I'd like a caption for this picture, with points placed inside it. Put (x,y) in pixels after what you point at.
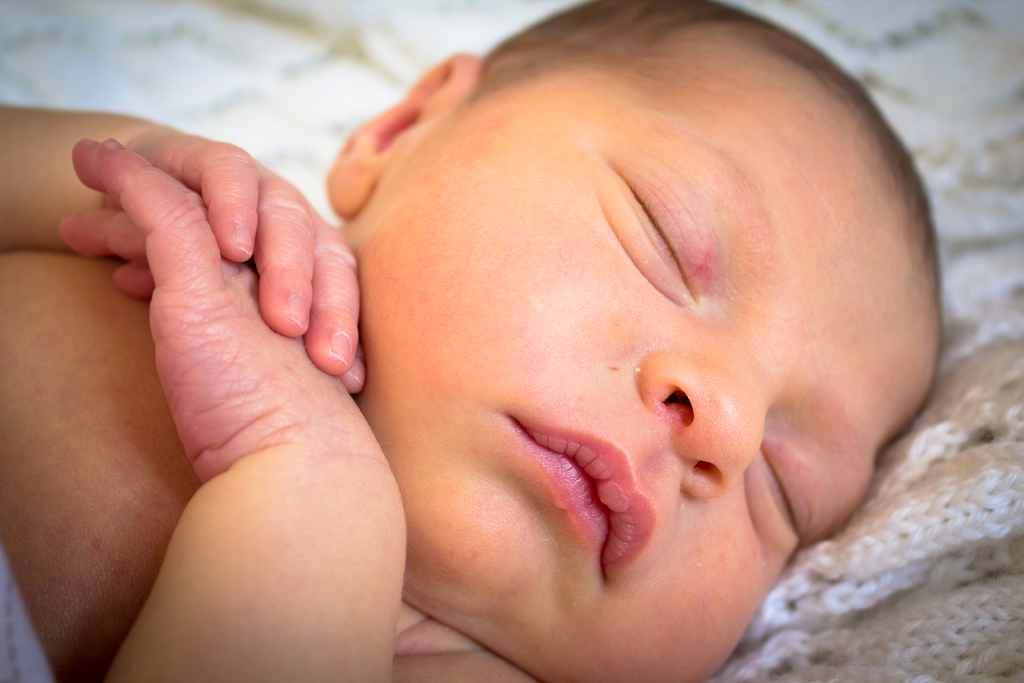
This is the image of a baby (876,127) sleeping. And it looks like there is a white blanket (830,580) on the left corner (27,87).
